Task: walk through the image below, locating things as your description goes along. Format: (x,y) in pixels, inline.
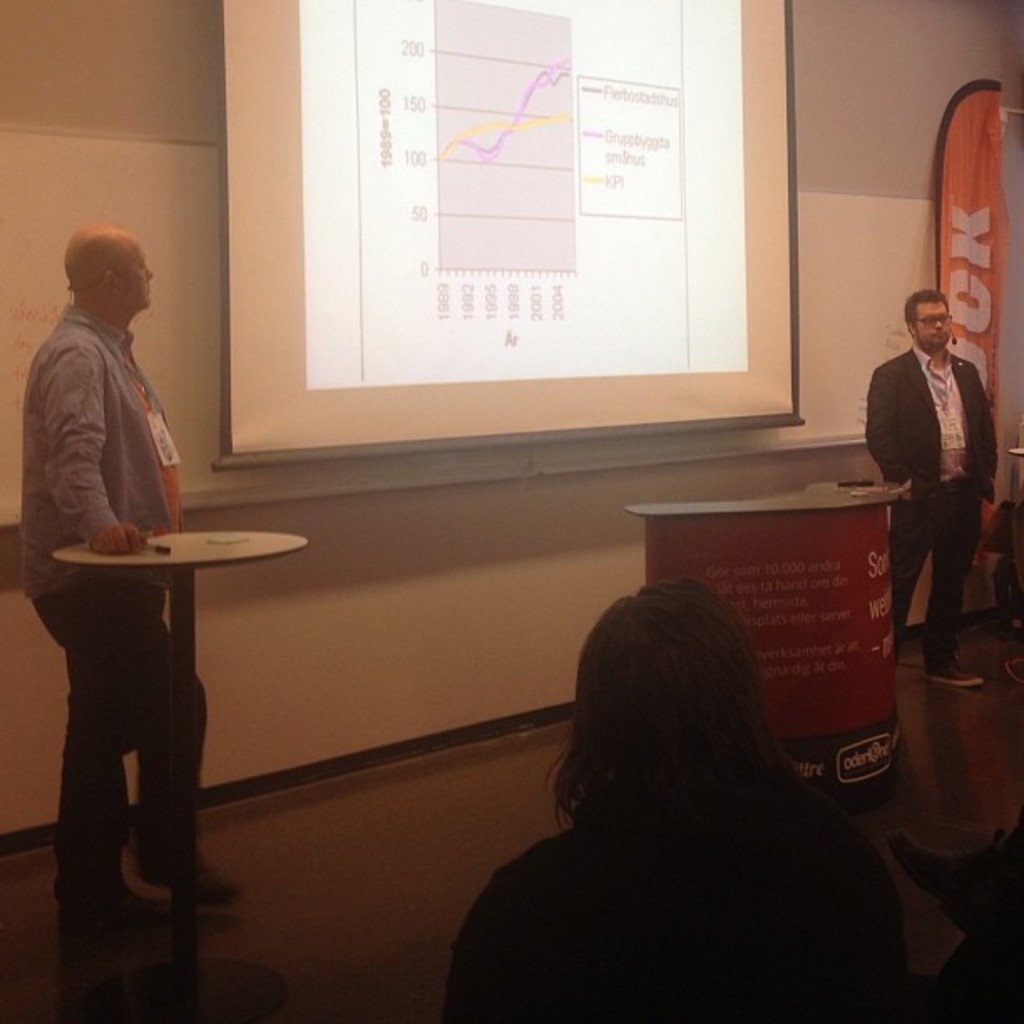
In this image I can see group of people (536,919) standing and the person (938,412) is wearing black blazer (974,420), white shirt (960,417) and the person (96,437) at left (96,437) is wearing blue shirt (107,428), black pant (95,607). Background (349,256) I can see a projector screen (466,285) and I can see an orange color banner (940,150) and the wall (876,52) is in white color.
